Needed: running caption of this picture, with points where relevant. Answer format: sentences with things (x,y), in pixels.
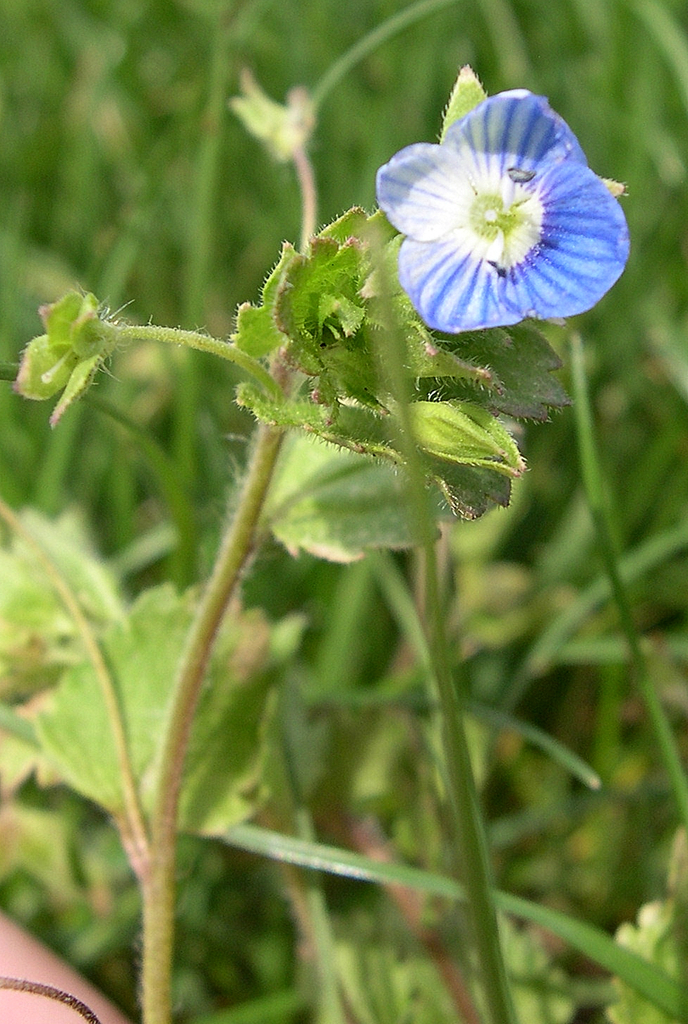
In this picture there is a blue color flower (573,281) on the plant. At the back (219,470) there are plants (278,639).
